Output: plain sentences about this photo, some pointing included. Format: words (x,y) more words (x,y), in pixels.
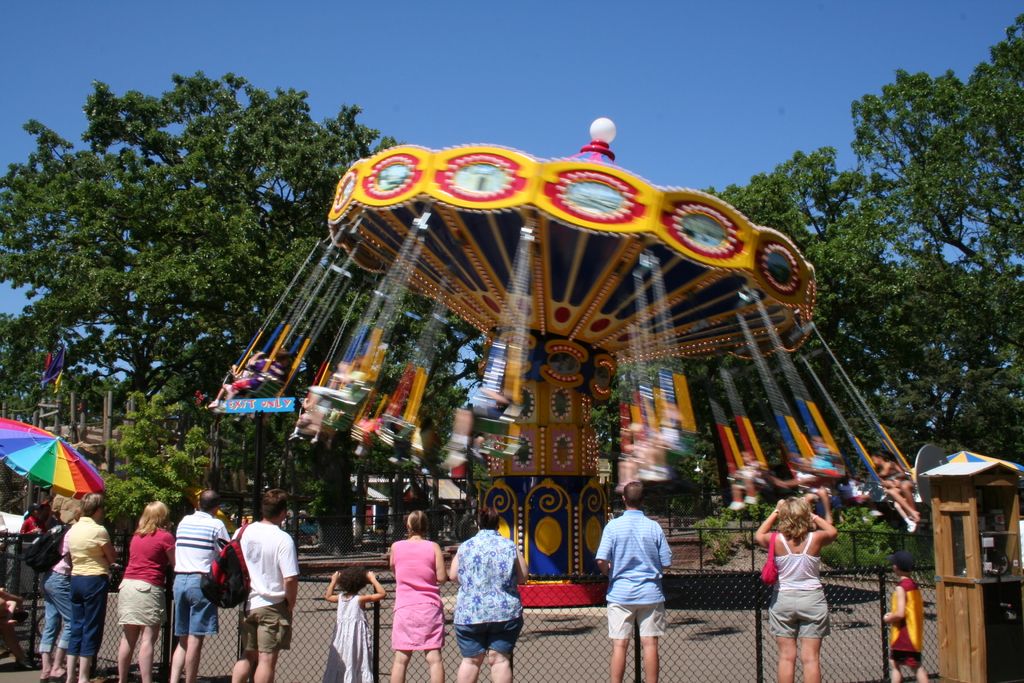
In this image I can see group of people (664,610) standing. The person (401,579) in front (438,581) wearing pink color dress (416,580) and background (277,282) I can see few rides (789,303), trees (200,371) in green color, an umbrella (69,462) in multi color and sky (547,84) is in blue color.
